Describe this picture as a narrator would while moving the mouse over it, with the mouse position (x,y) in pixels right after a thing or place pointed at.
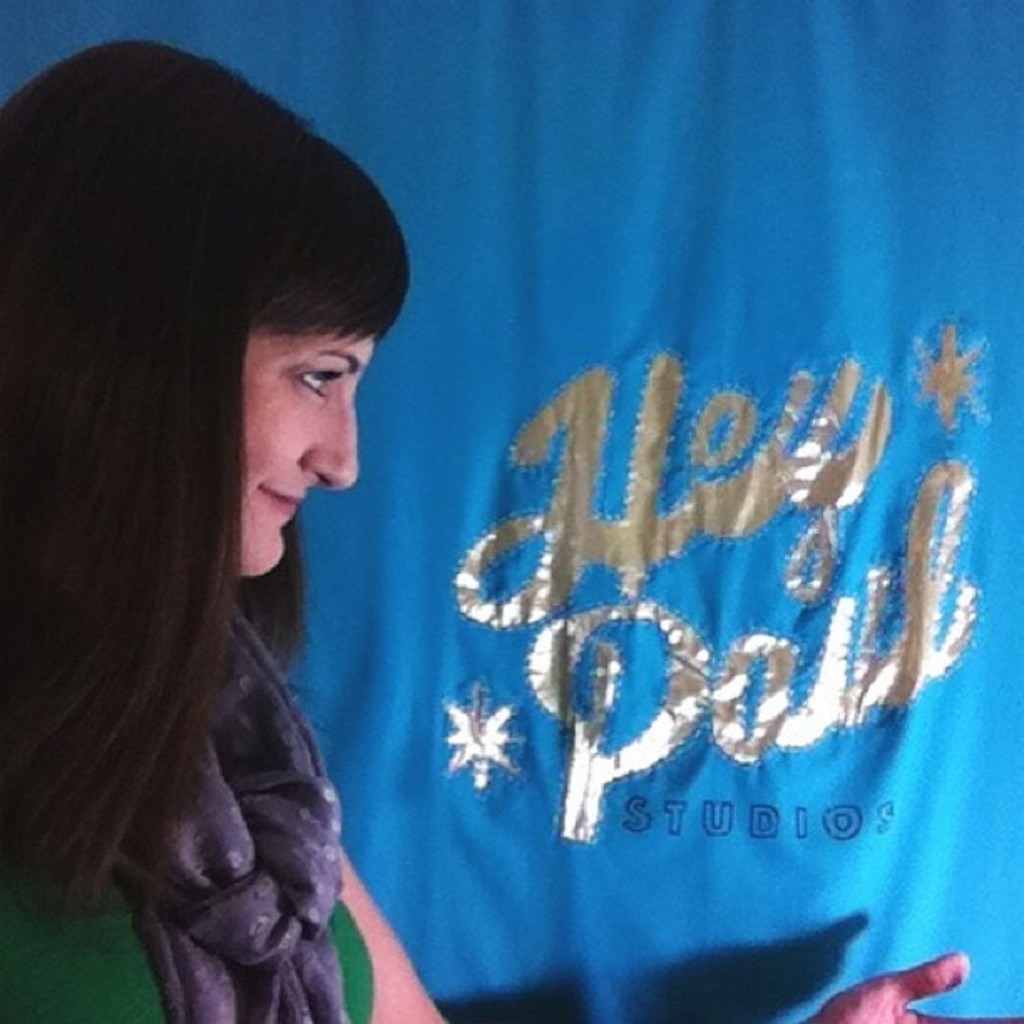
In this image there is a woman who is wearing the scarf (303,764) is looking at the text (681,514) which is written on the cloth (741,293).
